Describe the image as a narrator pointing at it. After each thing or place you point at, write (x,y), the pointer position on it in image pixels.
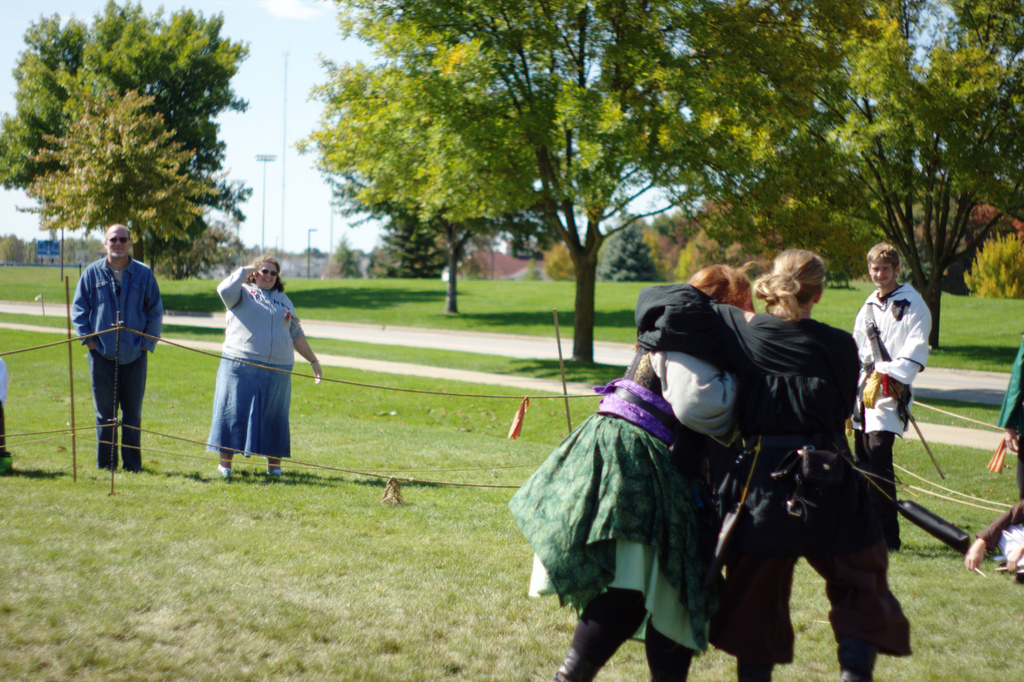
In this image I can see on the right side (843,407) a woman (788,409) is holding another person (741,476), in the middle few people (884,313) are standing and looking at these people (786,443). At the back side (598,148) there are trees (462,110), at the top (305,49) it is the sky (303,43).
